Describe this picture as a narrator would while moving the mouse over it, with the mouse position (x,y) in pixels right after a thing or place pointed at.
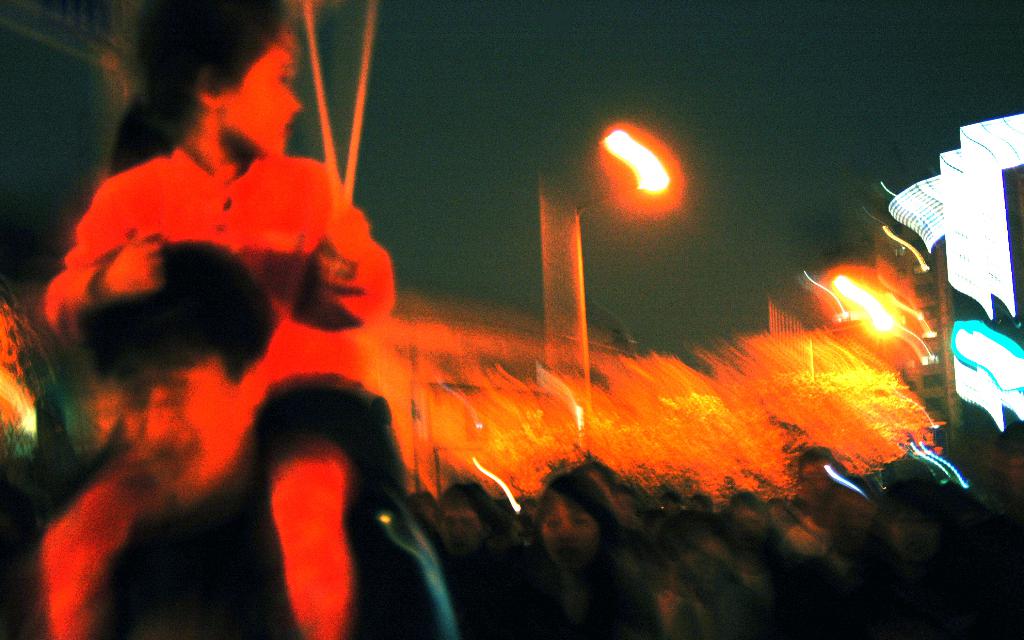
This is a blur image. In this image, on the left side (237,335), we can see two people (229,289), on the right side (939,483), we can see a group of people (921,542), buildings (1011,231), lights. At the top (875,86), we can see a sky (877,93).
